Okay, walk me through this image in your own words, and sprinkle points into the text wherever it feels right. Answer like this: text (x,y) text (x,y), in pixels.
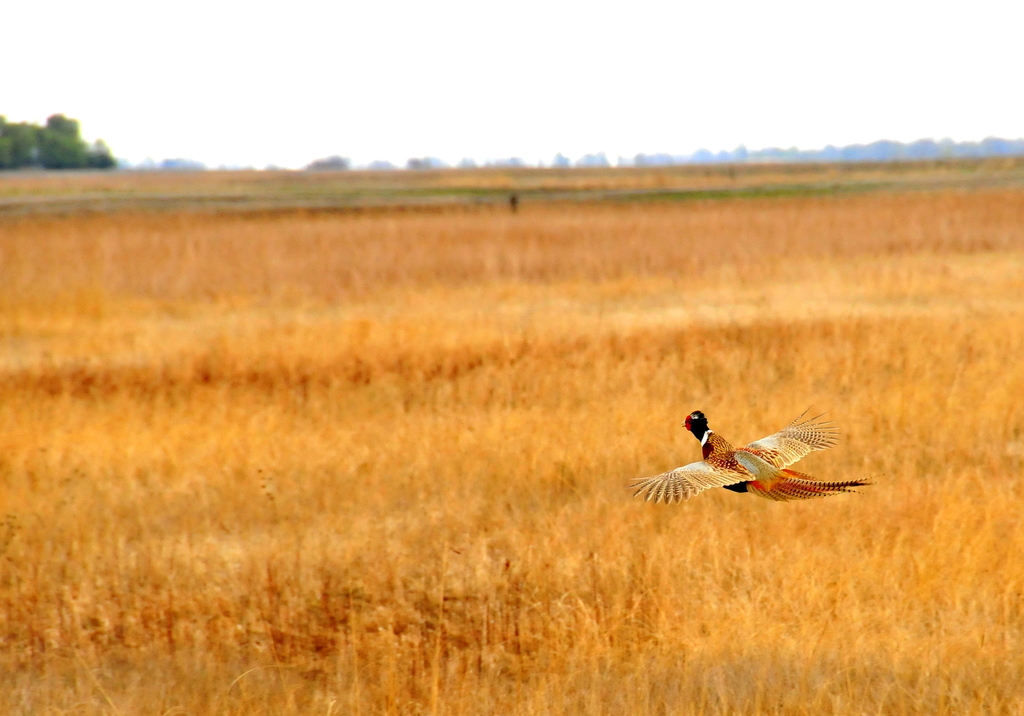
We can see a bird (693,490) flying in the air (16,100) and we can see grass (258,349). Background (69,144) we can see trees (110,152) and sky (282,146).
